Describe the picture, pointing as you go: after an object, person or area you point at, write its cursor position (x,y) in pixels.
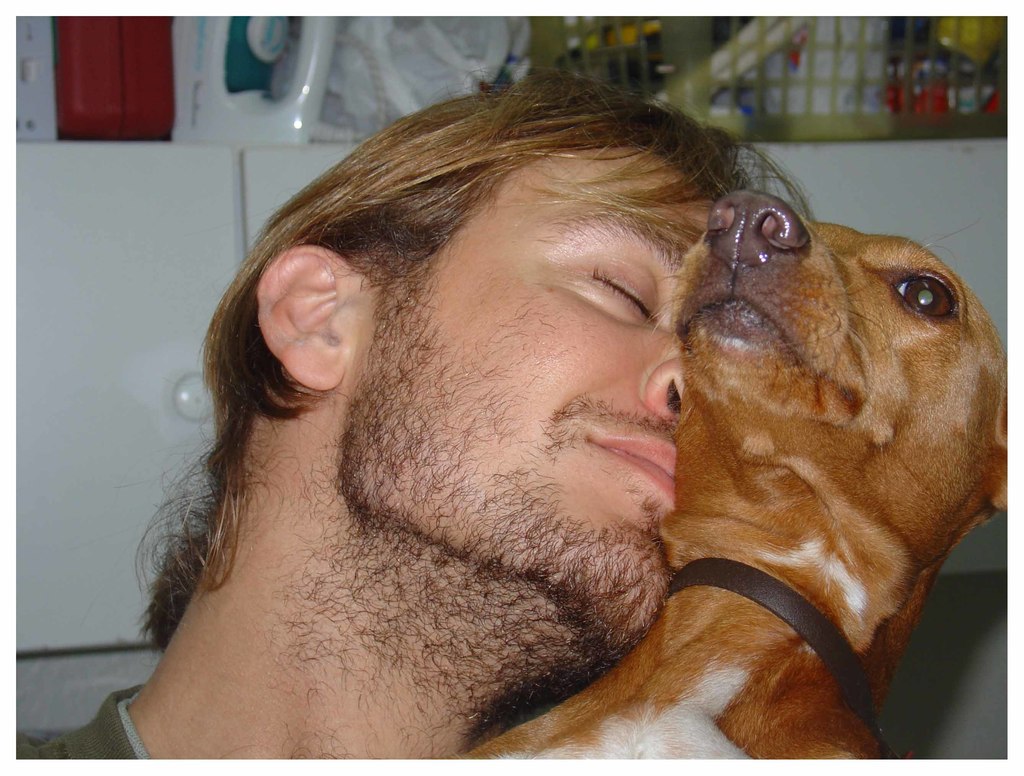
Here we can see a man (630,561) and a dog (757,519). In the background (208,71) we can see an iron box (206,96) and other objects (803,49) in a basket (749,65) on a platform (131,230).
